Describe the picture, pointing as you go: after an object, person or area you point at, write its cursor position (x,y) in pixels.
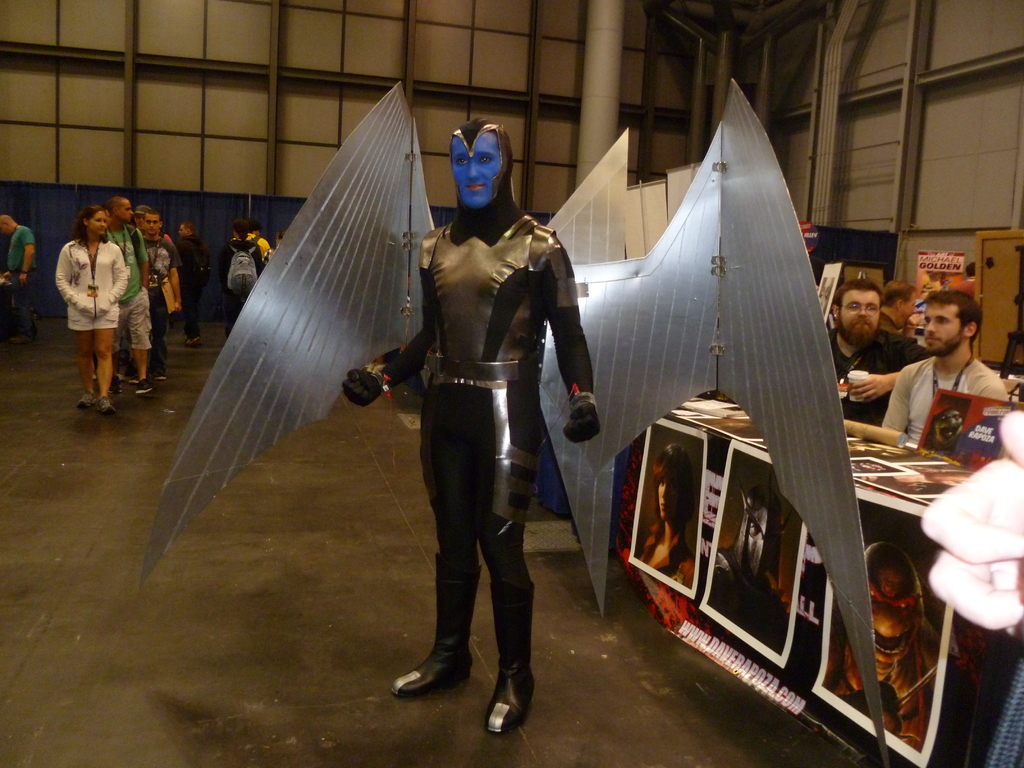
In this image I can see people (362,372) where few are sitting and rest all are standing. Here I can see one person (464,171) and I can see he is wearing costume (470,348). I can also see a table (918,530) and I can see number of posters (905,480).
